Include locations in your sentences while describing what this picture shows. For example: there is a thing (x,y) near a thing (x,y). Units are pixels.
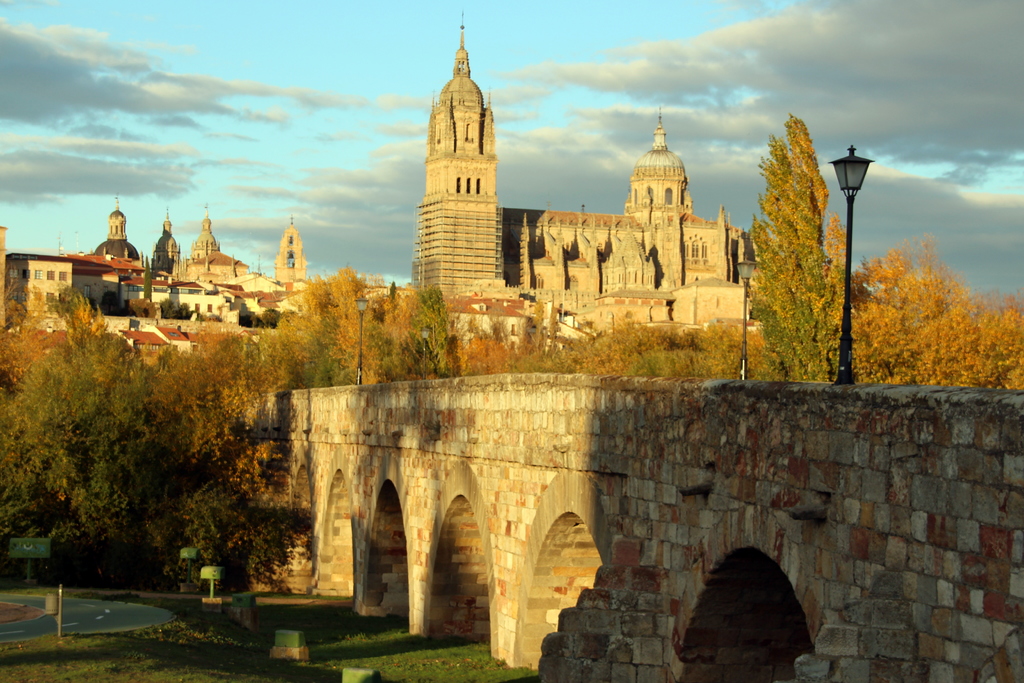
In this image there are buildings (504,212) and trees (350,298). We can see poles (847,301). In the center (576,399) there is a bridge (503,478). At the bottom (401,641) there is grass (145,655). In the background (245,139) there is sky (539,46).
